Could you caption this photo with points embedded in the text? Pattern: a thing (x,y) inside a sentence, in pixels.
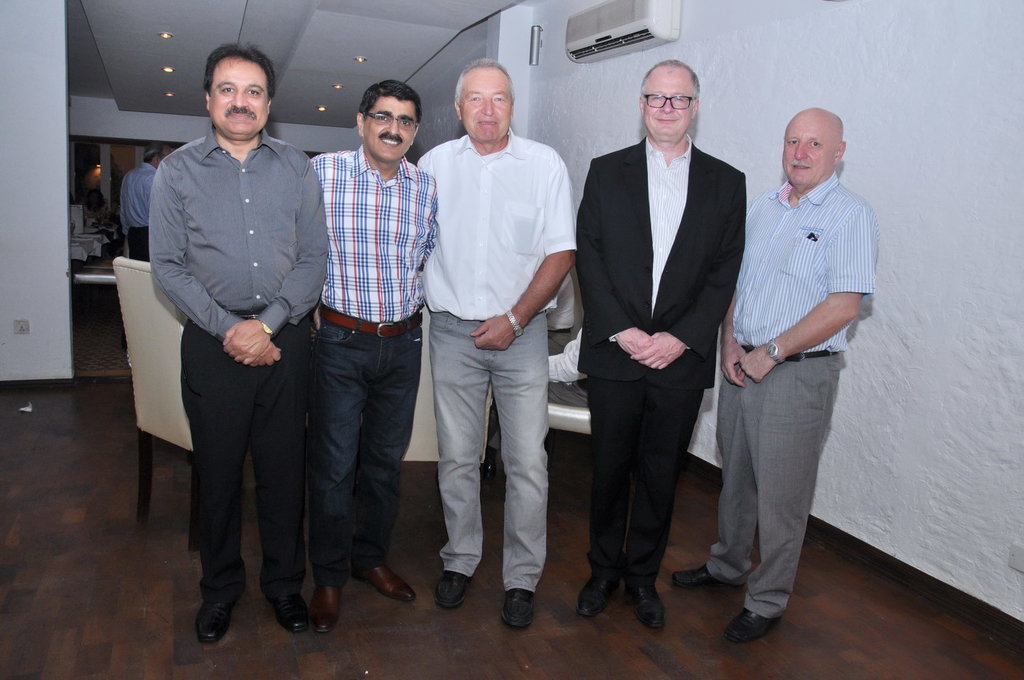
In the image we can see five men (505,330) standing, wearing clothes (359,399), shoes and some of them are wearing spectacles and a wrist watch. Behind them there are chairs (175,340) and other people (100,198). Here we can see the floor (845,616), wall (843,388) and lights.
